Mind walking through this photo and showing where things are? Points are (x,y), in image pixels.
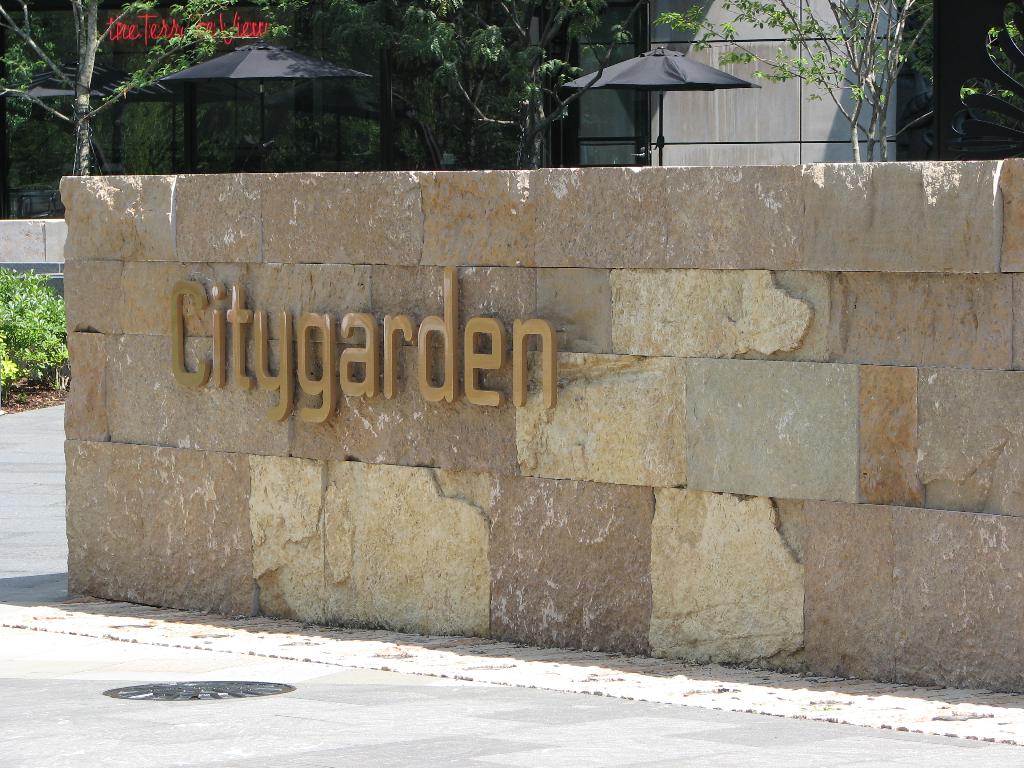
In this image, we can see a wall (665,458) which is made of stones (785,425). On the wall (808,454), we can see some text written on it. In the background (312,68), we can see some umbrellas (661,86), wall (705,96), plants (50,338), trees (83,31). At the bottom (454,708), we can see a land (223,658).
